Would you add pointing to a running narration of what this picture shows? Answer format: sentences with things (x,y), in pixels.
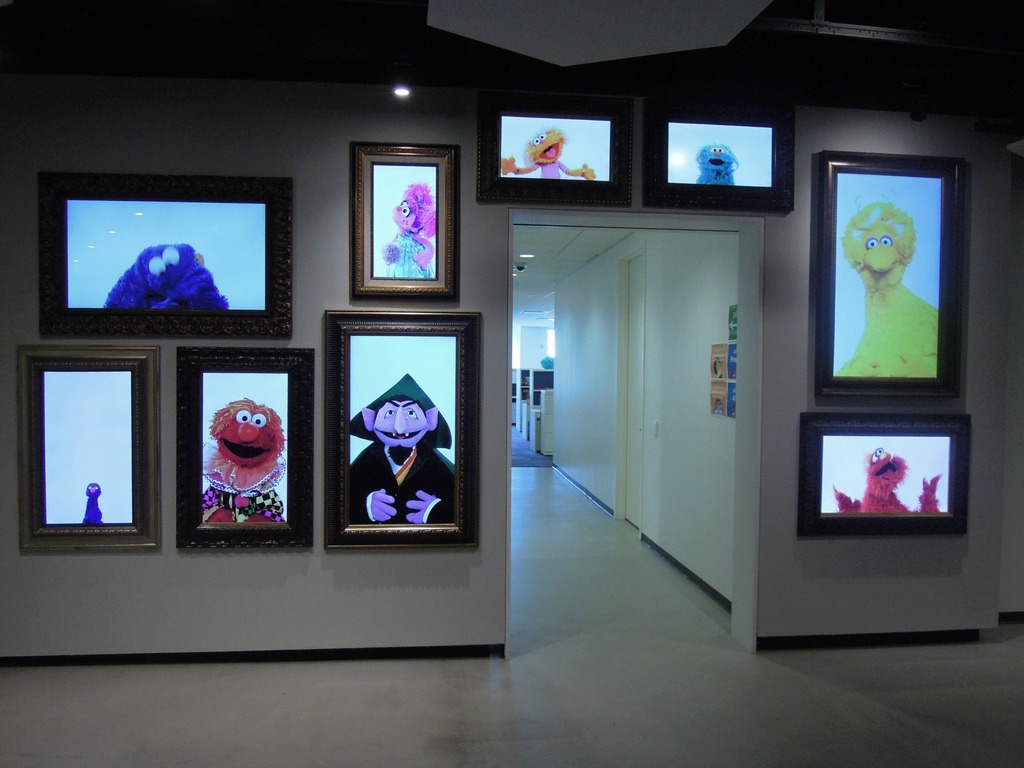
In this image we can see some frames (440,346) attached to a wall (332,583). We can also see some papers (727,411) pasted on a wall (727,429), a door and some ceiling lights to a roof (536,316).
